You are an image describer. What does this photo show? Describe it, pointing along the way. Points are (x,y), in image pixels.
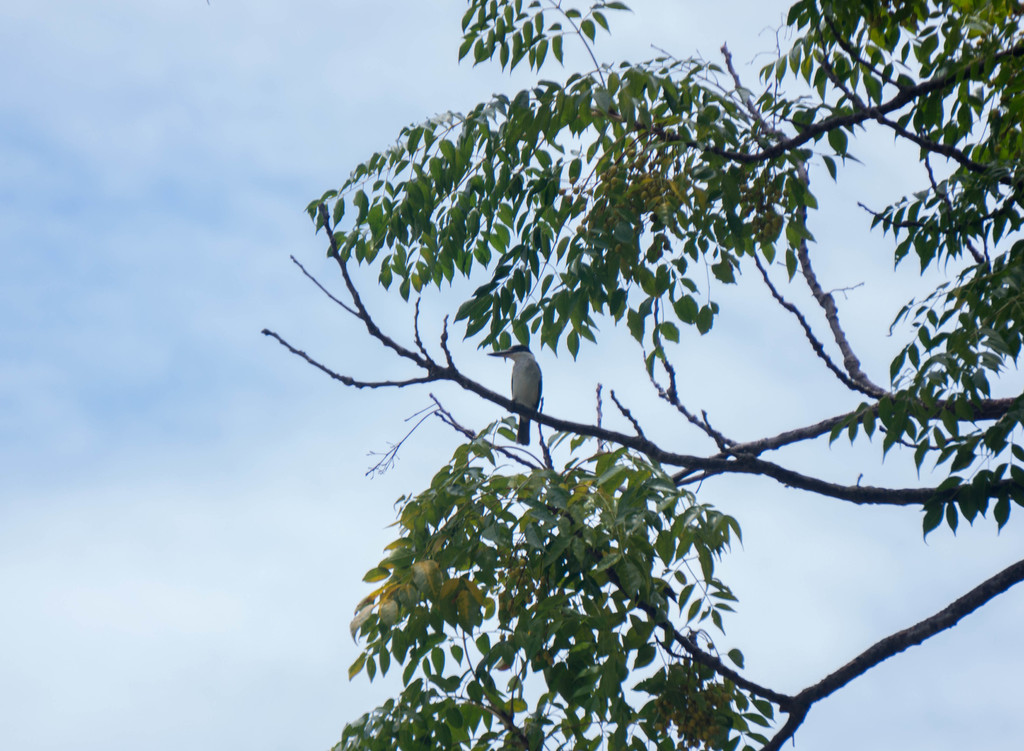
Sky (195,332) is cloudy. On this branch (494,401) there is a bird (514,396). Here we can see leaves (972,101) and branches (834,483).
